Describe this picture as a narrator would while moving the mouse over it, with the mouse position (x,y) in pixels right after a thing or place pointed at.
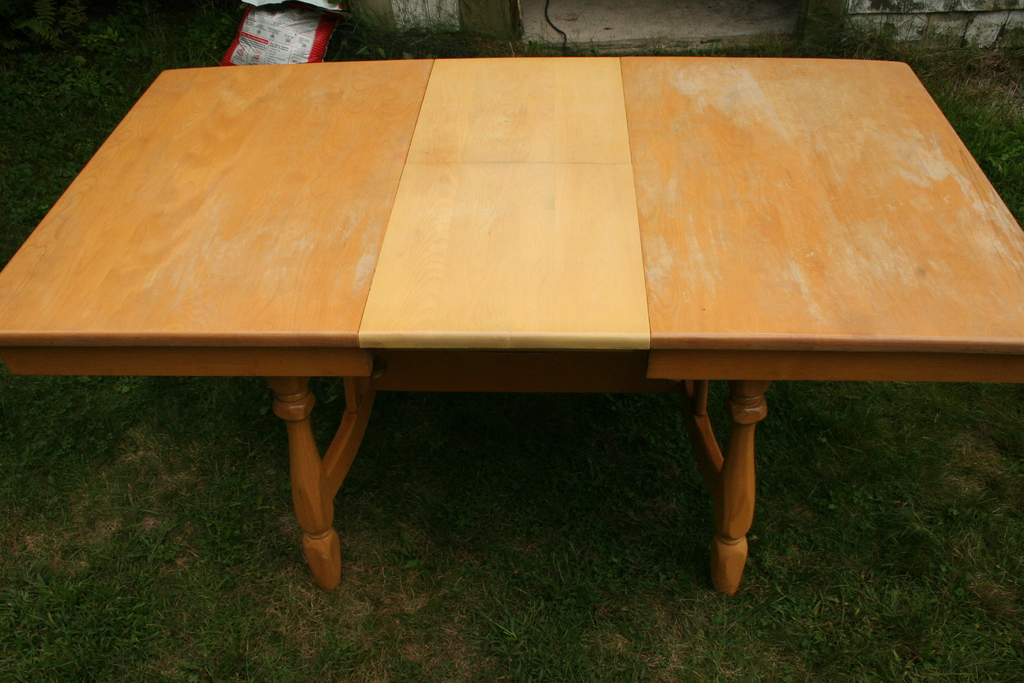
In the center of the image (519,310) we can see a table (624,310) placed on the ground (701,590). In the background (286,25), we can see a bag (277,60) and grass (483,42).
